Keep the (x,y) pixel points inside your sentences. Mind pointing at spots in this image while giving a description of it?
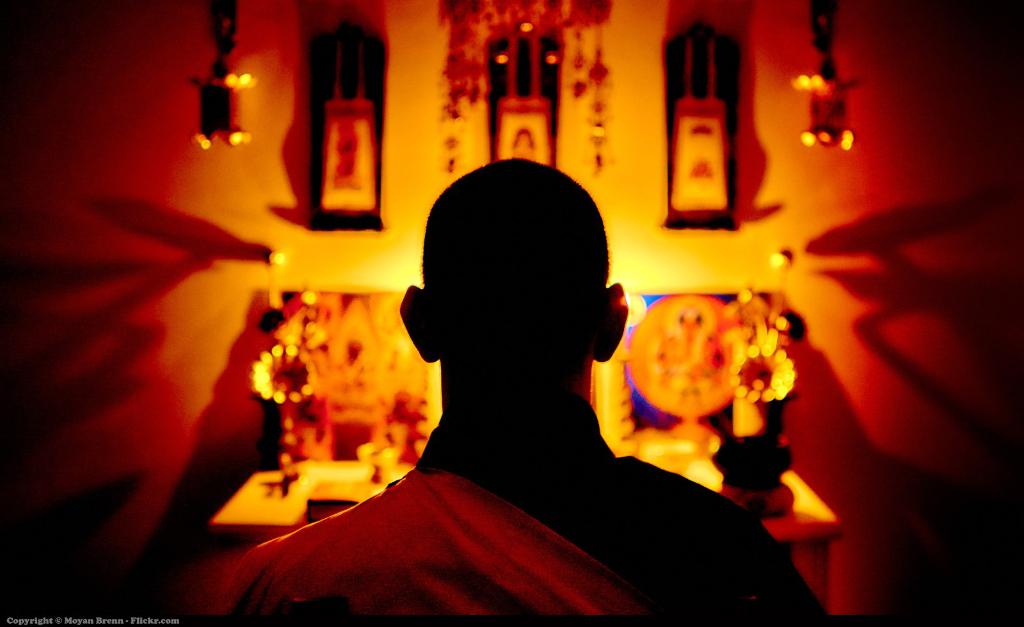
Here in this picture we can see a person (571,449) from back side and in front of him we can see portraits (337,313) and other things (281,400) to pray present on the table (235,504) over there and on the wall (284,54) also we can see some things (507,60) present over there.
